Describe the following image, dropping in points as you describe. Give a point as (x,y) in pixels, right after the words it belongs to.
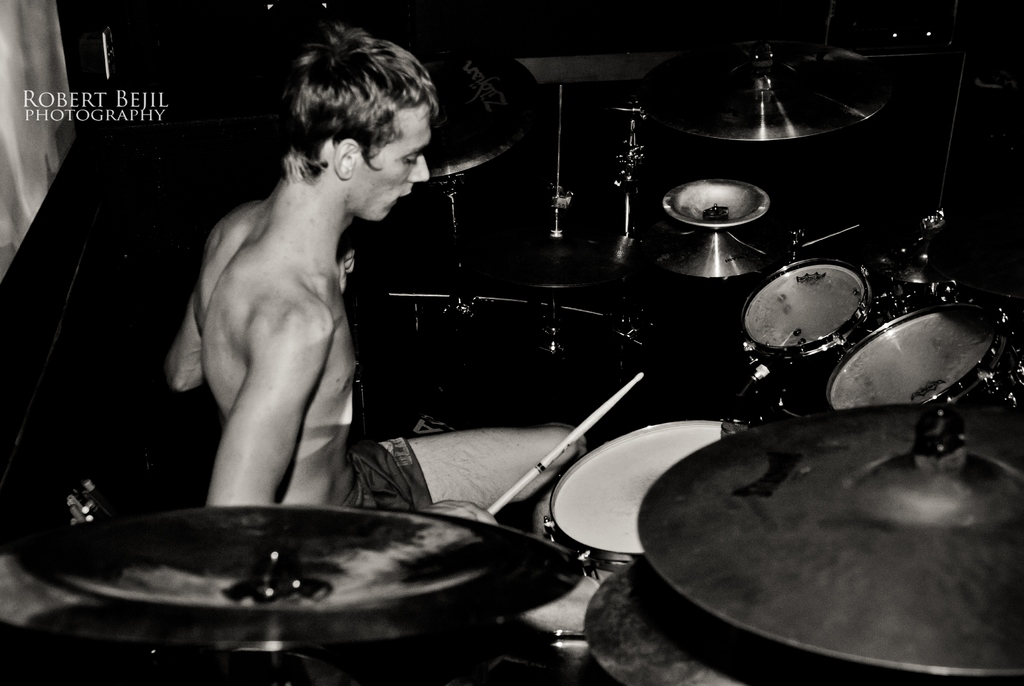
Here we can see a man (311,338) sitting in front of drums (764,340) and playing drums (560,501) with the help of sticks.
